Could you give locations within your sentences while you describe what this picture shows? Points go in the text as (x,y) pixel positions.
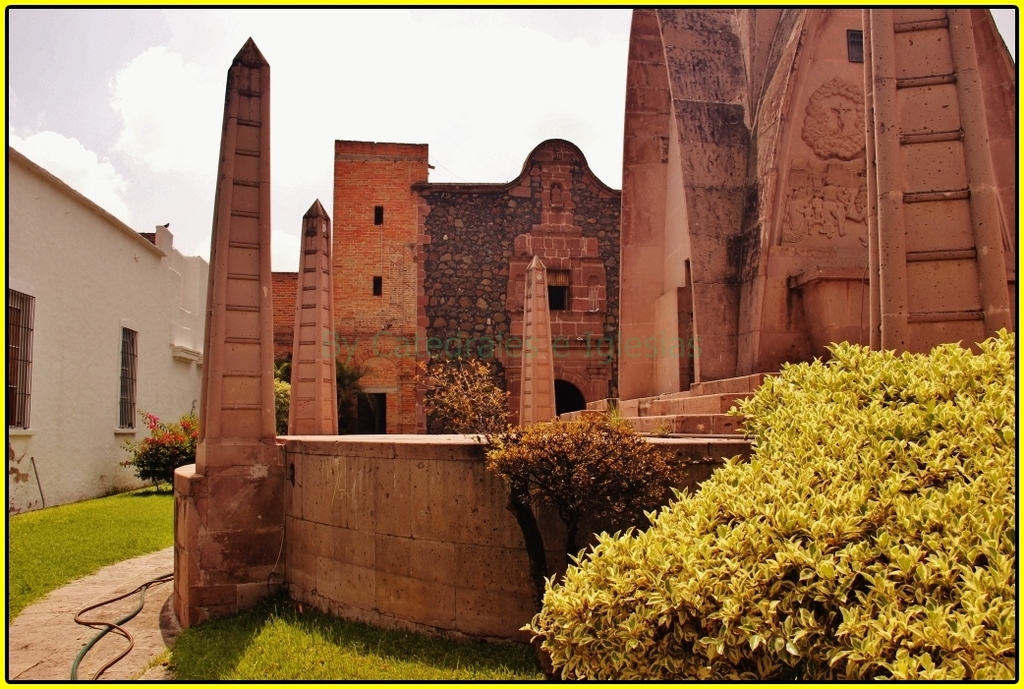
In this image we can see the building (330,420) with towers (387,387) and windows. On the right side of the image (831,536) we can see group of plants (514,467) and in the background (378,99) we can see the sky (395,79).
